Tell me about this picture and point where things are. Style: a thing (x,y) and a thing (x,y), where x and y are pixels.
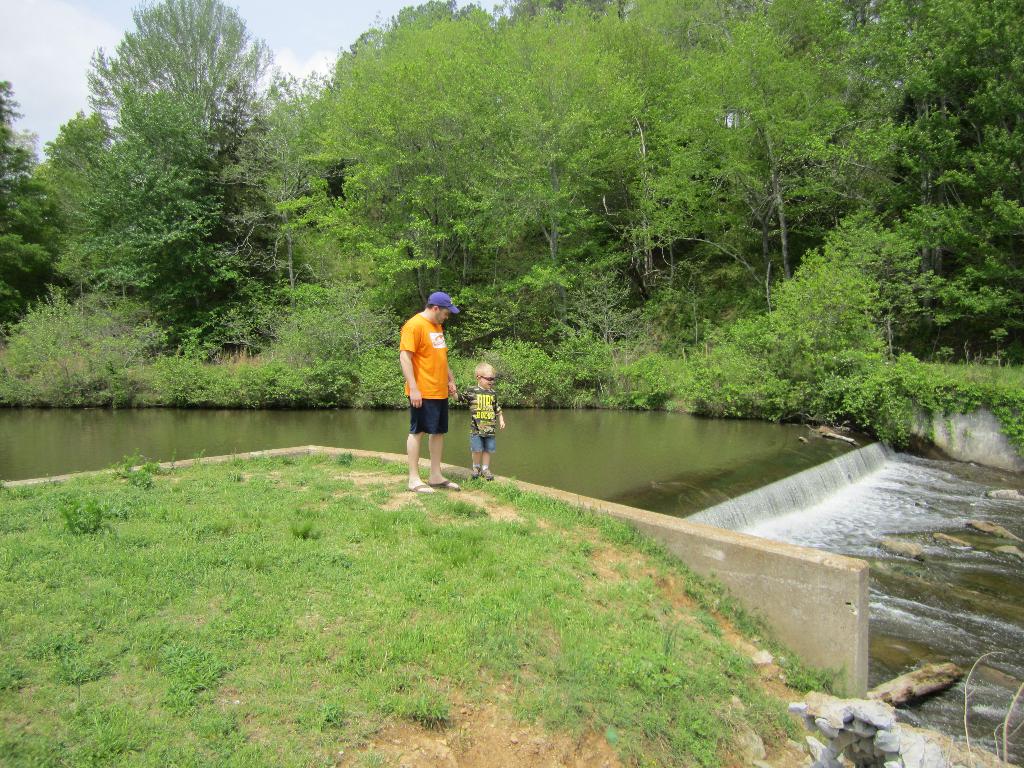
This is an outside view. At the bottom (236,656), I can see the grass (332,584). Here a man (419,361) and a boy (482,411) are standing. On the right side (756,473) there is river (695,451). In the background (656,207) there are many trees (310,192). At the top of the image (58,33) I can see the sky (38,38).
